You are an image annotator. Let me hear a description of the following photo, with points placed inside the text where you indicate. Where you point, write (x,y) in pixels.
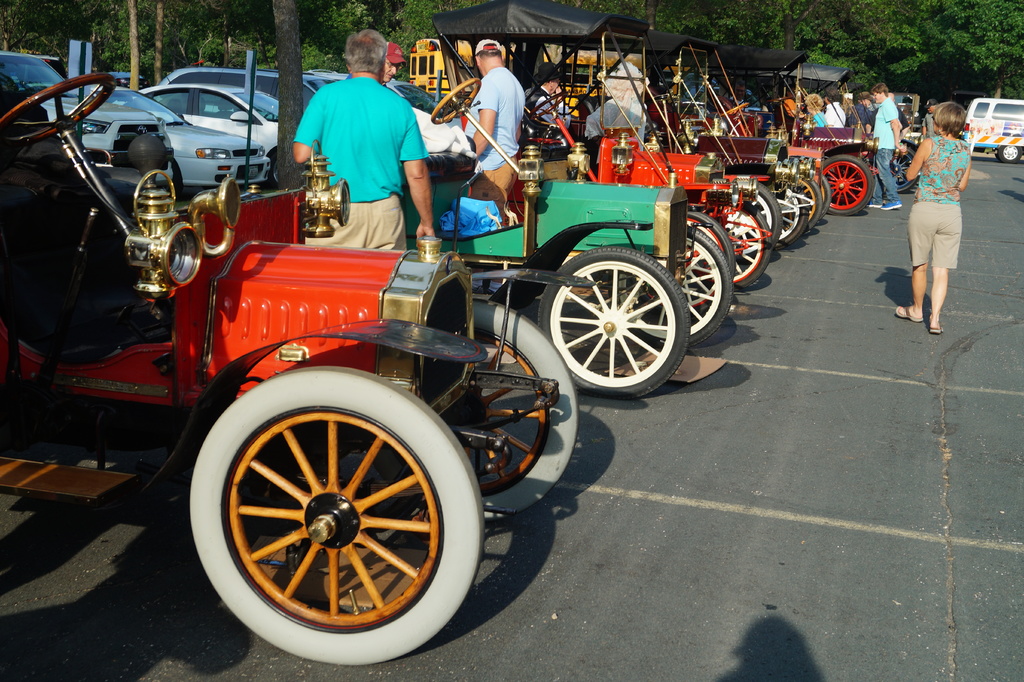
In this image there are vehicles (590,370) on the road (863,262), there are group of people (505,167) standing, there are boards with the poles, and in the background (1017,46) there are trees (959,21).
